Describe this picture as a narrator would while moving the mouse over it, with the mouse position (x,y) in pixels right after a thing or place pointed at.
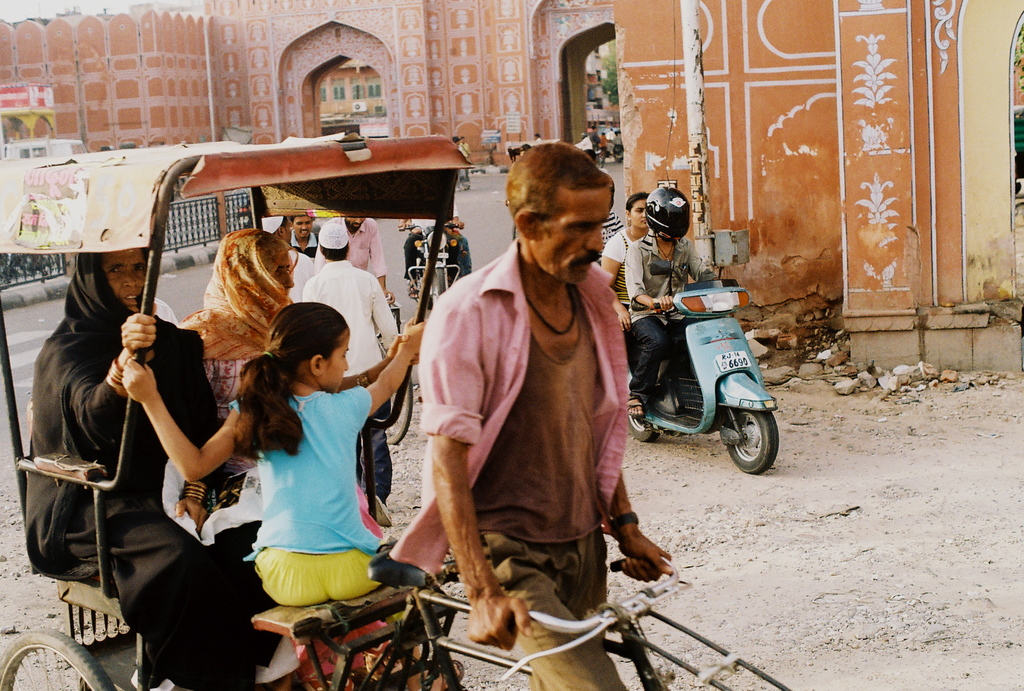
A man (606,272) is pulling a rickshaw (368,497) he wore a shirt (519,386), behind him 2 women (168,393) are sitting in this rickshaw (372,485) and a girl (358,527). On the right side (683,226) a man (640,287) and a woman (621,277) are travelling on a Scooter (717,382).
